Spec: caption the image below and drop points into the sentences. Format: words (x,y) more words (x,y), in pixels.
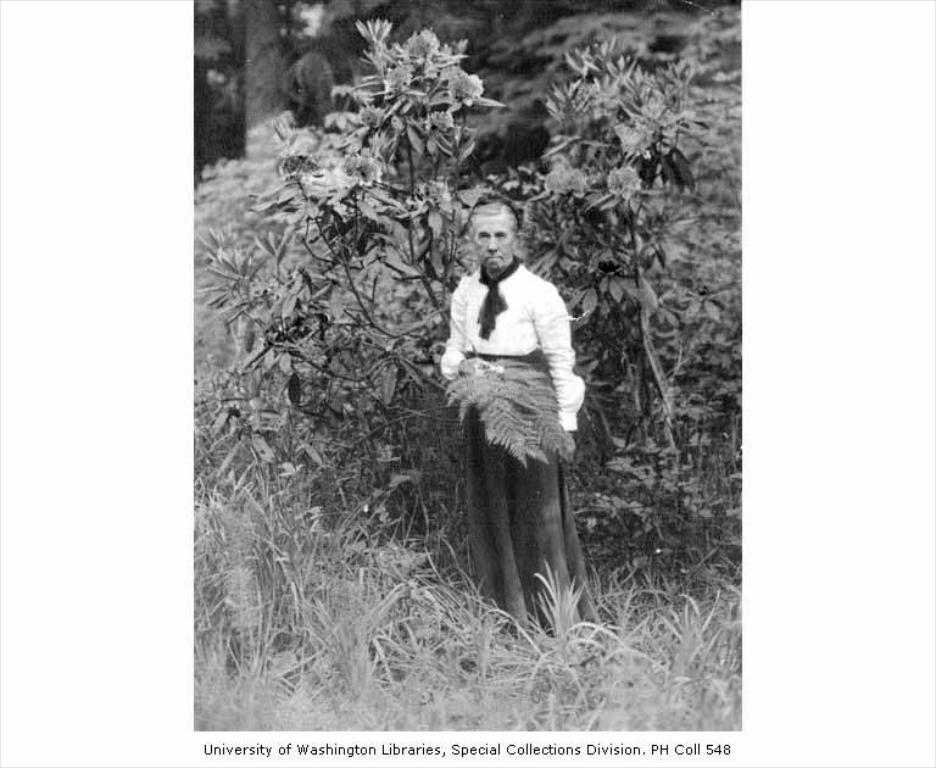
This is a black and white picture. In this picture, we see a woman (538,340) is standing and she is holding a fern (517,392) in her hand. Behind her, we see a tree (655,287). At the bottom (394,623), we see the grass (454,643). In the background (528,141), we see the trees (259,97). This picture might be a poster. At the bottom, we see some text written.
